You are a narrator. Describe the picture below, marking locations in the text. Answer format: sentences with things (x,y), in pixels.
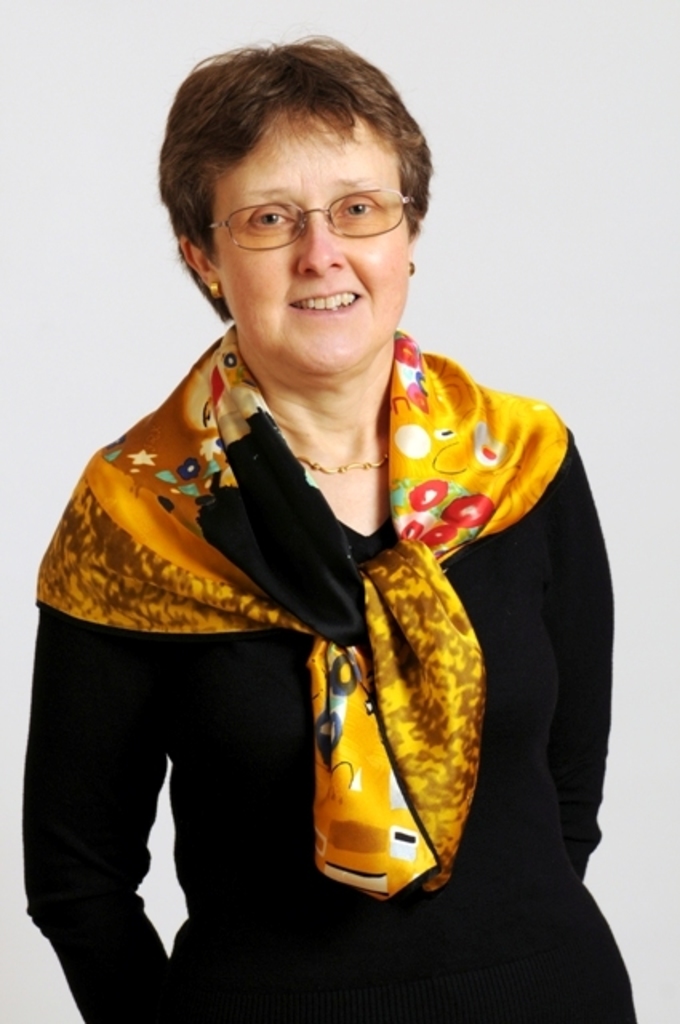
This picture shows a woman (220,401) standing. She wore spectacles (290,242) on her face (366,190) and we see a cloth (159,510) and smile on her face (321,270) and we see a white background (27,404) on the back (601,229).
